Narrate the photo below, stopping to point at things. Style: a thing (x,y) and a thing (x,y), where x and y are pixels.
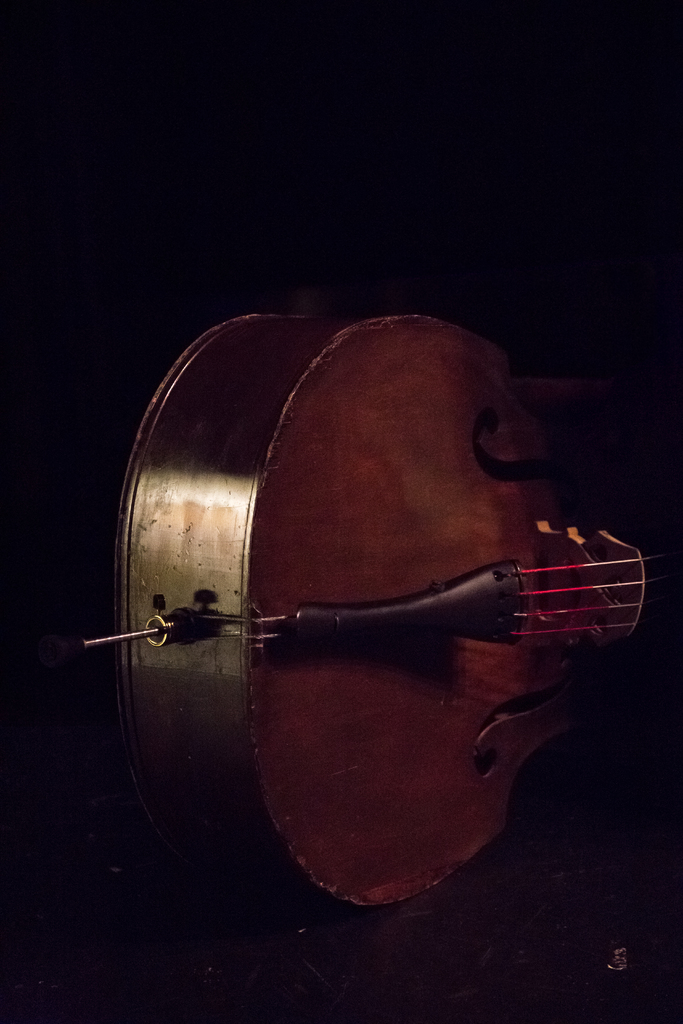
This picture shows a musical instrument (281,684) having a strings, which is brown in color. In the background (265,150) there is dark.
